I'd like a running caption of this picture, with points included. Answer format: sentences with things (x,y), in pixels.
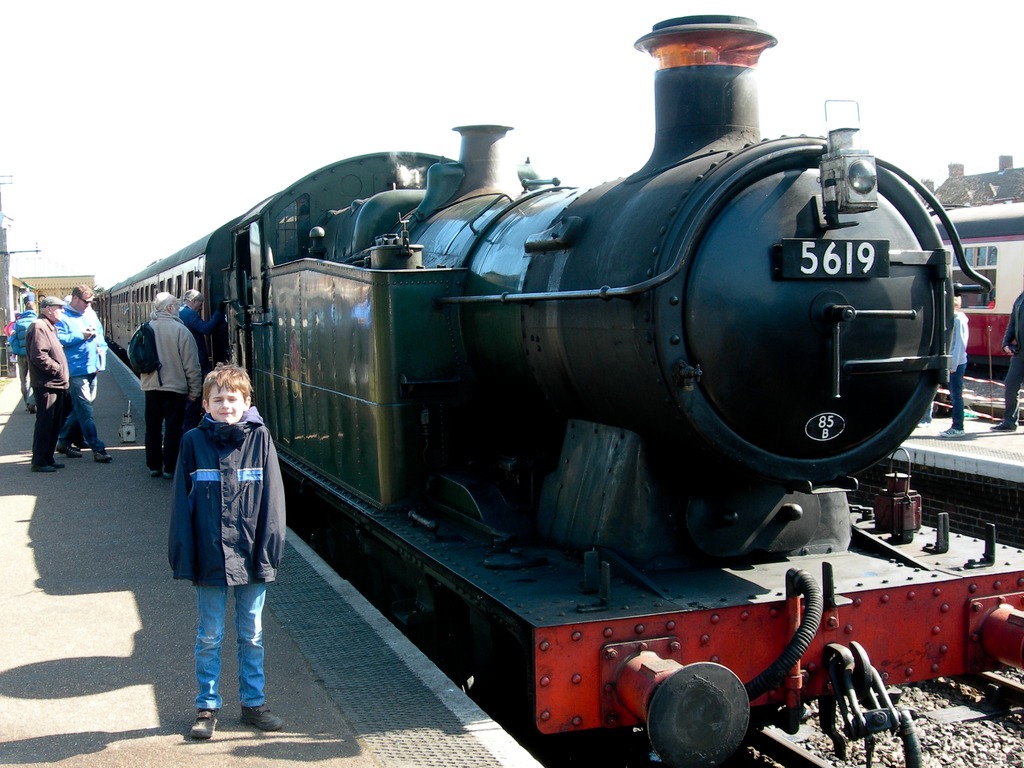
In this image, we can see two trains (750,430). Right side (998,681) bottom, we can see a track (983,730). In the middle of the image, we can see few people (958,430) are on the platforms (961,449). Few are standing and walking. Here a person (151,412) wearing a backpack (148,344). Background (980,179) we can see houses (979,197). Top of the image (304,90), there is a sky (216,117). Here we can see a boy (227,411) is smiling.
